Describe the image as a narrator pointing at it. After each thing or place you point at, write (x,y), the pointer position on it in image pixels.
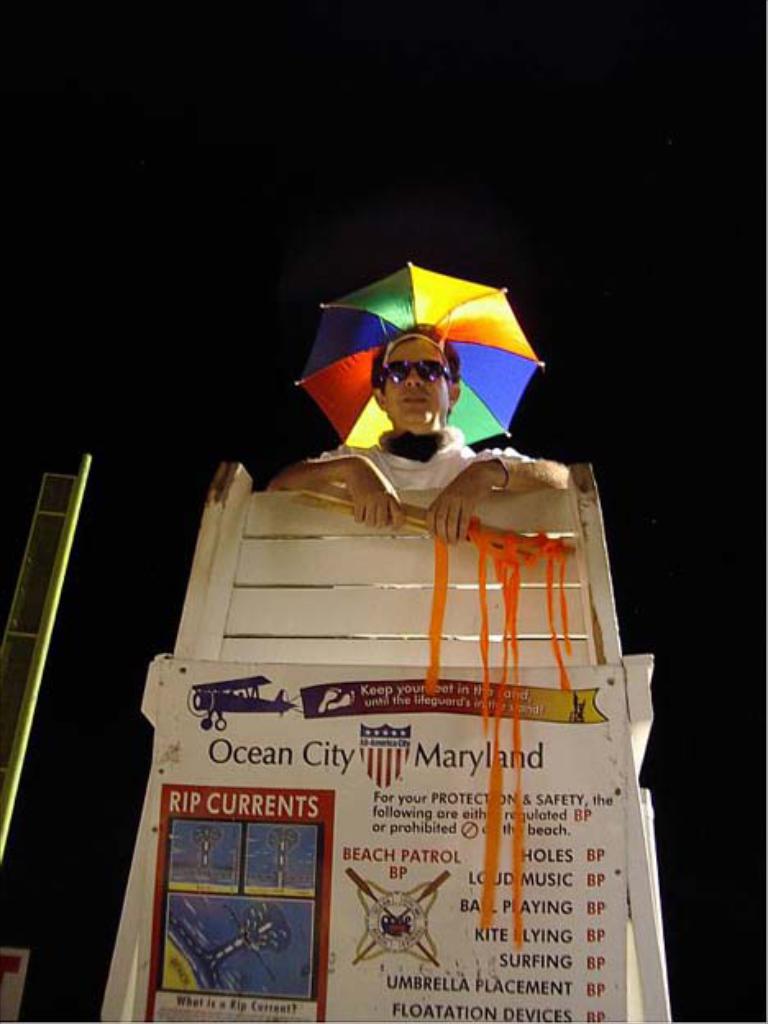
In this picture we can see a person (446,468) holding something, at the bottom (407,709) there is a board (411,810), there is an umbrella (432,315) here, on the left side (72,525) there is a pole (71,538), there is a dark background (172,128).
